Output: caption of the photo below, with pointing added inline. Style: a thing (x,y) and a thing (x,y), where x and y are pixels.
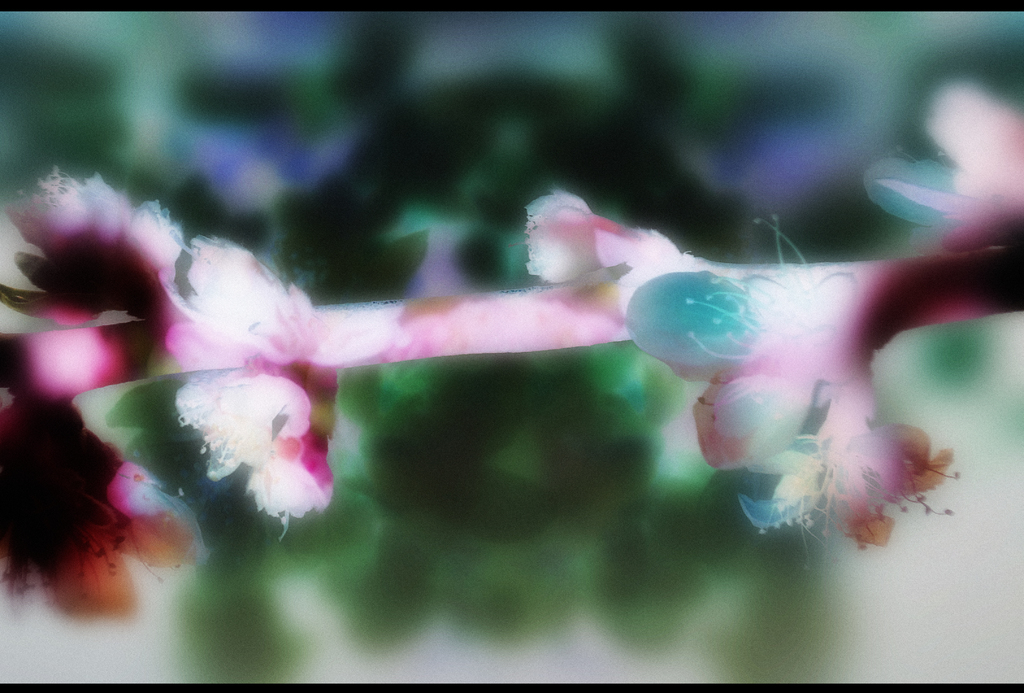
In this image I can see it looks like a flower (667,329) in pink and other colors.
